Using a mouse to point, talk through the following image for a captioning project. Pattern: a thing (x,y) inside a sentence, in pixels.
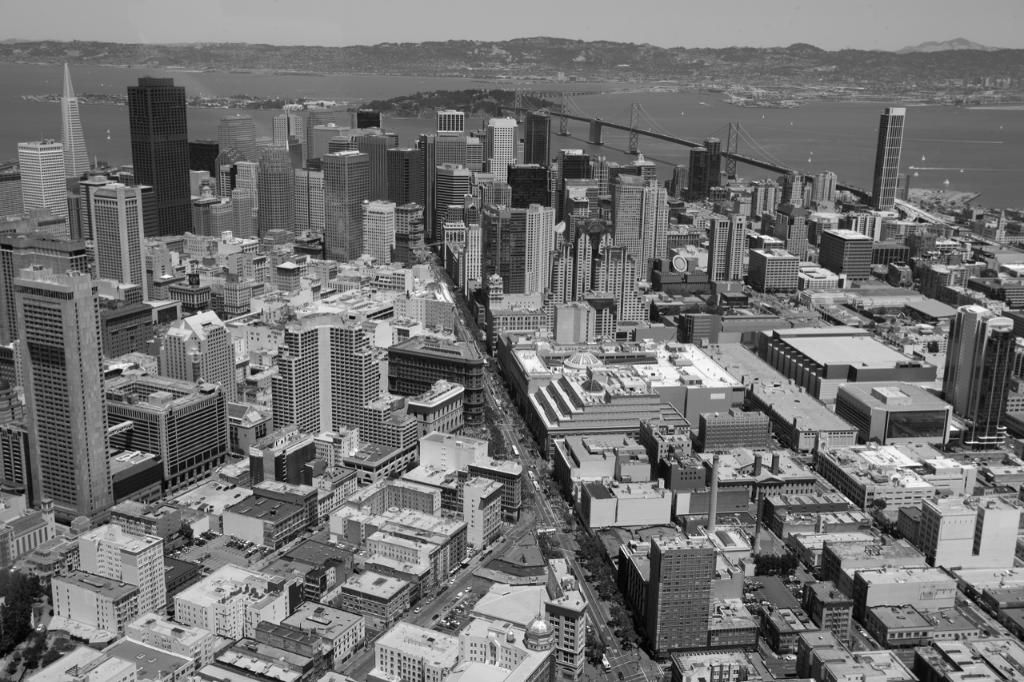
In this image we can see many buildings (459,284) and skyscrapers (397,440). There is a sea (770,141), sky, road (554,529) and a bridge (596,119) in the image. There are many trees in the image.
